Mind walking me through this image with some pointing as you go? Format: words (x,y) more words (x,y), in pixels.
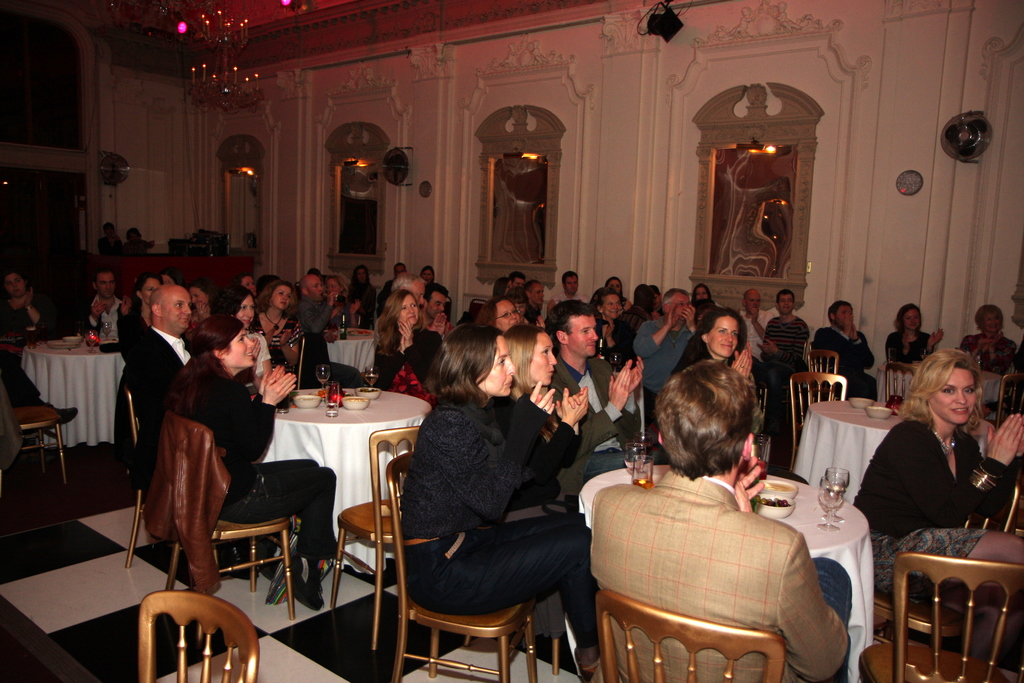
Most of the persons (501,398) are sitting on a chairs (820,376). We can able to see number of tables (381,405) on this table (339,431) there are bowls (344,404), glasses (317,378) and cloth (359,424). Far these 2 persons (116,242) are standing. On top (223,28) there are candles (208,36) with fire (241,23). On this chair (181,450) there is a jacket (195,469).
